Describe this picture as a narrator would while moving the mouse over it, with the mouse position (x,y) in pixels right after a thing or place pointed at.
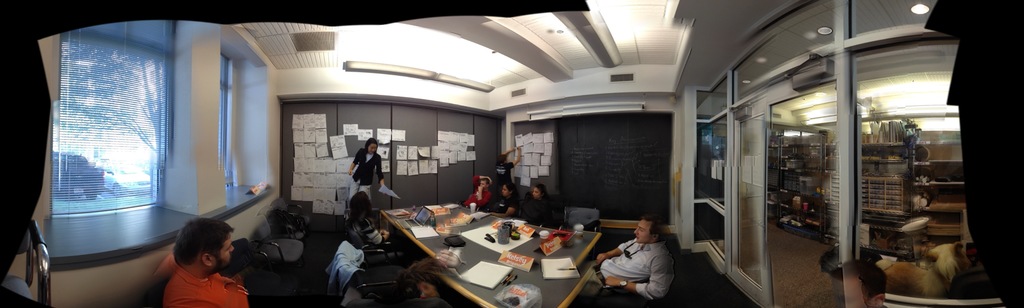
We can see posters (449,159) over a wall (491,163). At the top (436,68) we can see ceiling (491,68) and lights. This is AC ducts (623,83). We can see windows (225,145) here. We can see persons (642,269) sitting on chairs (287,249) in front of a table (527,272). We can see two persons (501,155) standing on the floor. This is a door (839,186). We can see desks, lockers (890,195) here. On the table (484,218) we can see papers (496,274), pens (510,273), boards (518,259), device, glasses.
